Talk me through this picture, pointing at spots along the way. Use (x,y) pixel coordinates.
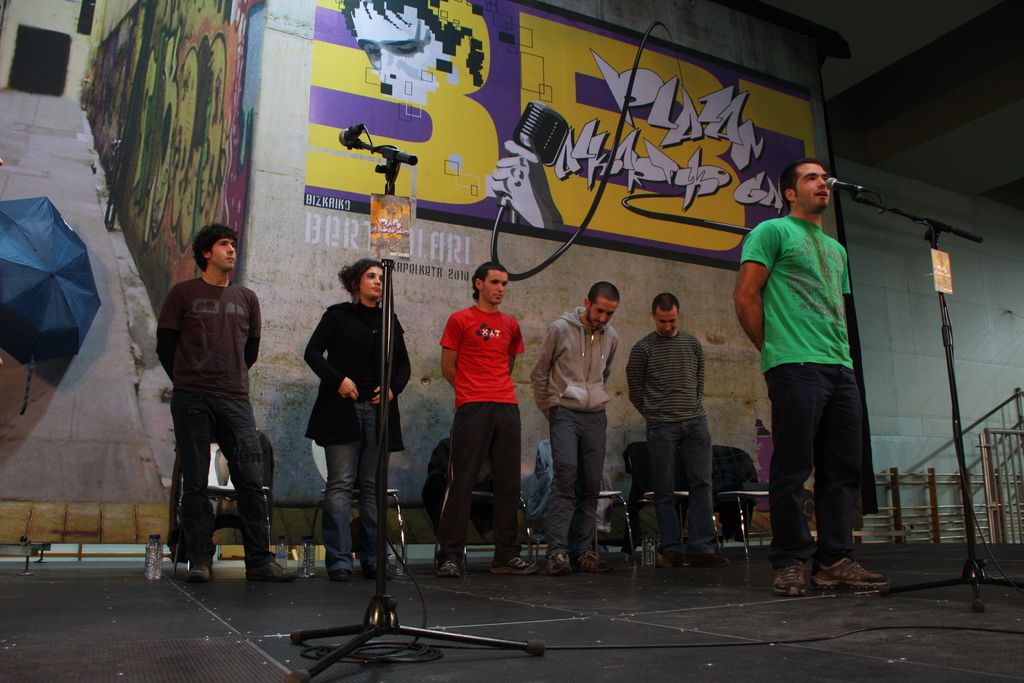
In the center of the image (475,365) we can see many persons (209,442) performing on dais (539,557). On the right side of the image (840,415) we can see person (799,398) standing at the mic (871,203). In the background (892,378) we can see wall (161,212), painting (454,104) and chairs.
